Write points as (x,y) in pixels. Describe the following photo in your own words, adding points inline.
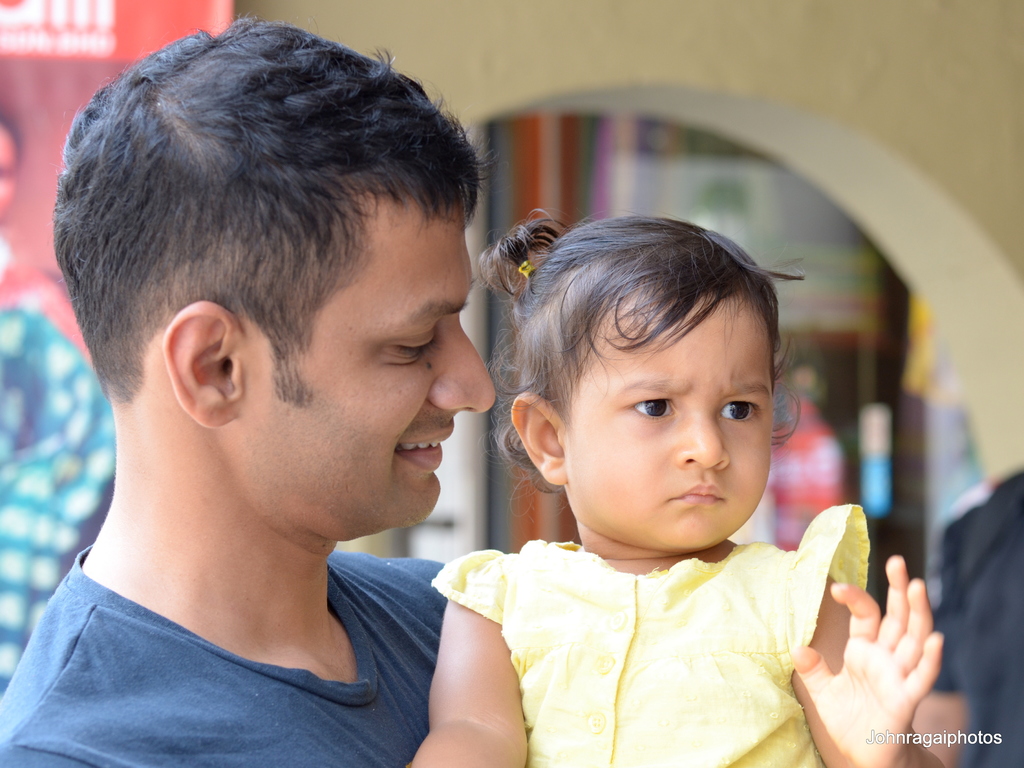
In this image we can see a person (352,612) wearing blue color T-shirt (114,716) is carrying a child (575,655) who is wearing yellow color dress (746,667). The background of the image (1006,154) is blurred, where we can see the wall (256,6), banner (62,12) and a person (963,672). Here we can see the watermark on the bottom right side of the image (990,733).
